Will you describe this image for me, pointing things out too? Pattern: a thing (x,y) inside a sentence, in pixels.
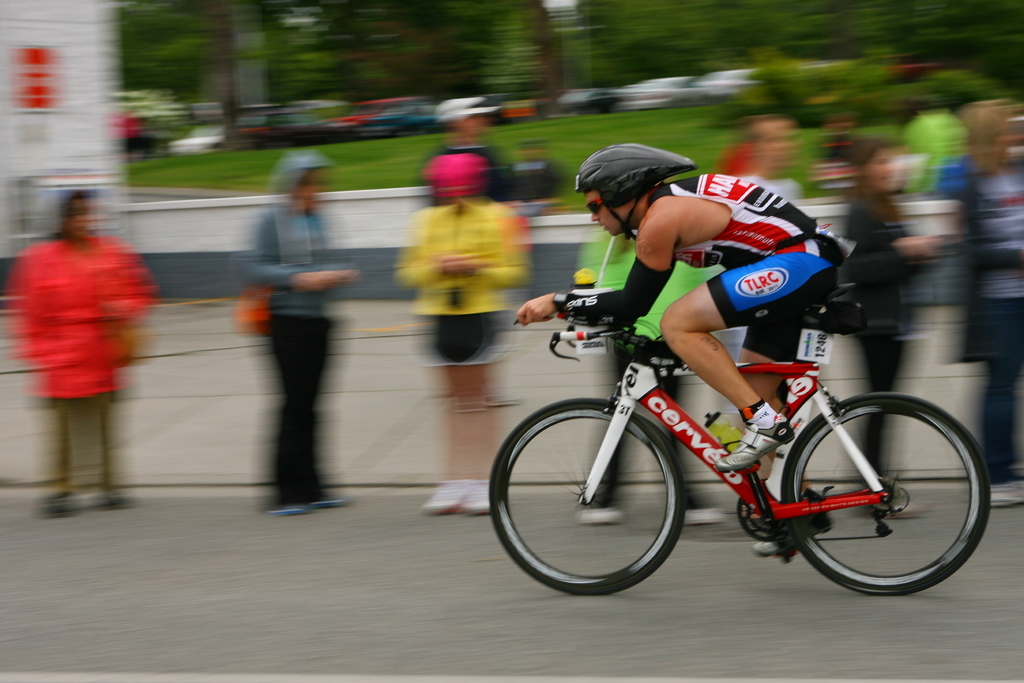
On the background (598,40) we can see trees (598,40) and few vehicles (744,79). This picture is blur. In Front of the picture we can see a man (720,282) riding a bicycle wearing a helmet (628,196) on the road (478,628). We can see few persons (475,303) standing.
